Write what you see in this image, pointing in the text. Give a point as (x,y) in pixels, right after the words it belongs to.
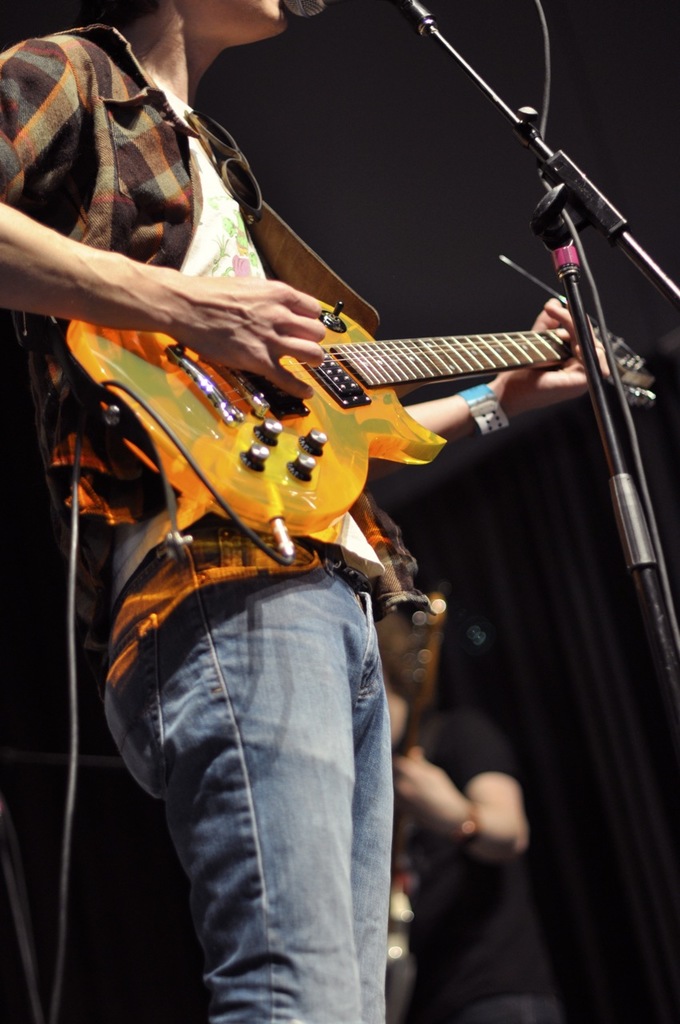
A man (277,813) is playing the guitar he wear a shirt (168,125) and jeans (352,615).
